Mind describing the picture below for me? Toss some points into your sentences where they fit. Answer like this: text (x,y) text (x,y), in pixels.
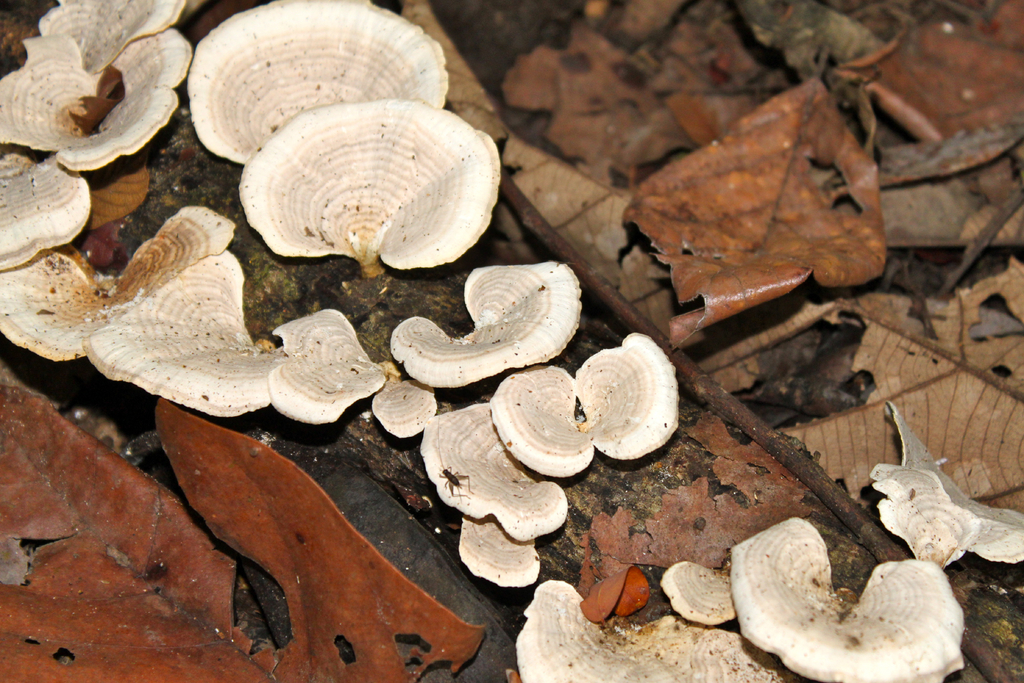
In this picture we can see mushrooms (446,465) and leaves (849,322).
